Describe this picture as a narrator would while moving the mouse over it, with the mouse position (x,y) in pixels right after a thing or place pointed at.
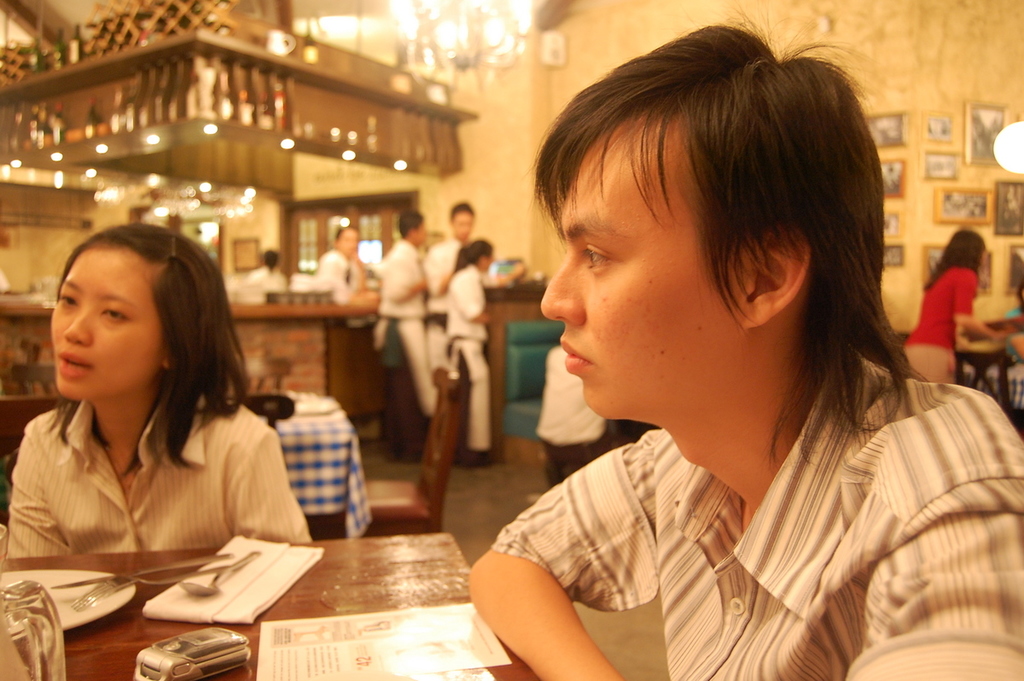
In this image we can see a few people (406,316), there are tables (336,496), and chairs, on one table (320,598) there is a knife (174,569), spoon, fork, glass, papers (396,650), and a cell phone (223,631), on the other table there is a cloth (330,448), there are lights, photo frames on the wall (486,117).
